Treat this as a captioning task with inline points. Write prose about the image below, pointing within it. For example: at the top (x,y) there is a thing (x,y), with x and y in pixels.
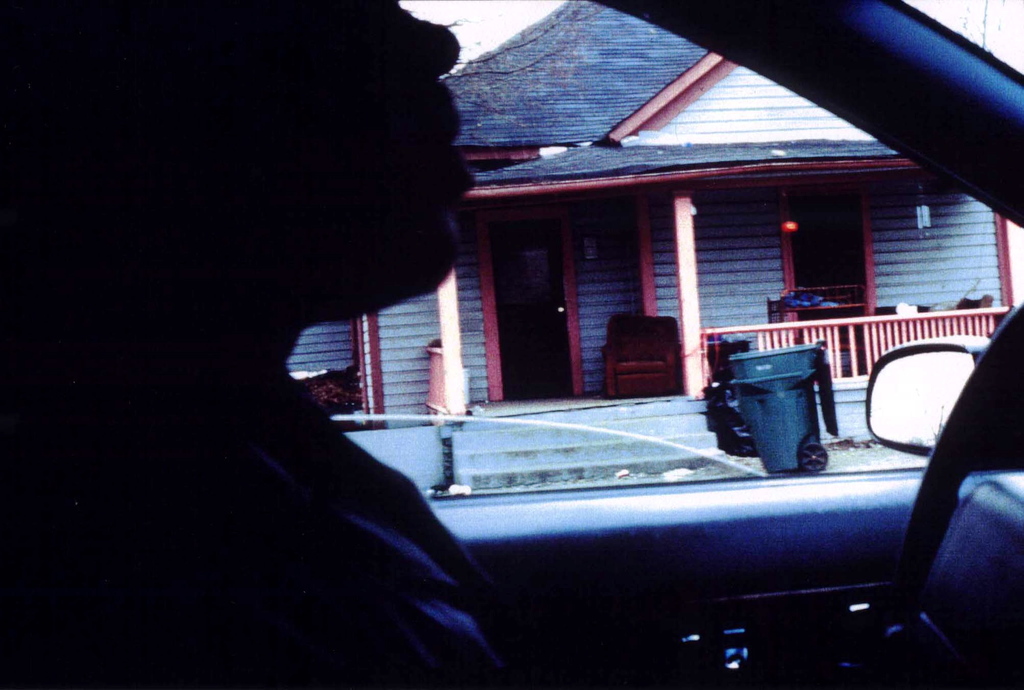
In this image we can see a person (283,680) inside a vehicle (561,547). Here we can see a mirror (920,426), bin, poles (700,368), railing (872,336), house (954,191), chair (639,351), sky (466,6), and few objects (709,358).
